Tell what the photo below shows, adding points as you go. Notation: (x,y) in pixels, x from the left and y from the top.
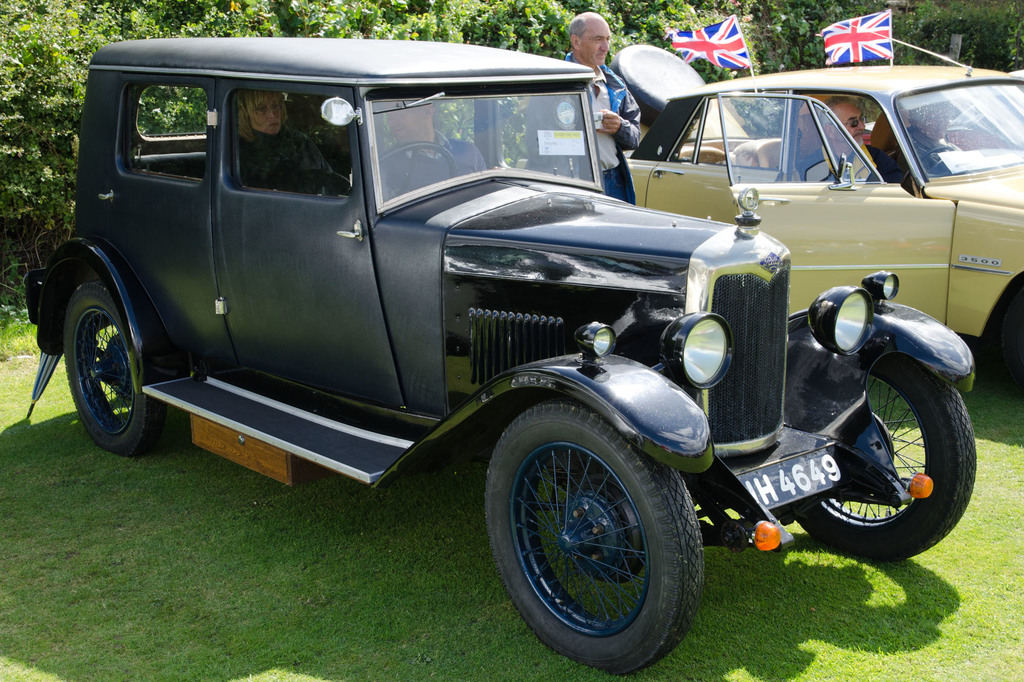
In this image I can see a car (289,277) which is black in color on the ground (351,610) and I can see few persons (310,174) sitting in the car (335,130). I can see another car (892,190) with few persons (865,135) in it which is yellow in color and two flags (876,36) on it. In the background (780,51) I can see a person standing on the ground (368,614) and few trees (636,28).
